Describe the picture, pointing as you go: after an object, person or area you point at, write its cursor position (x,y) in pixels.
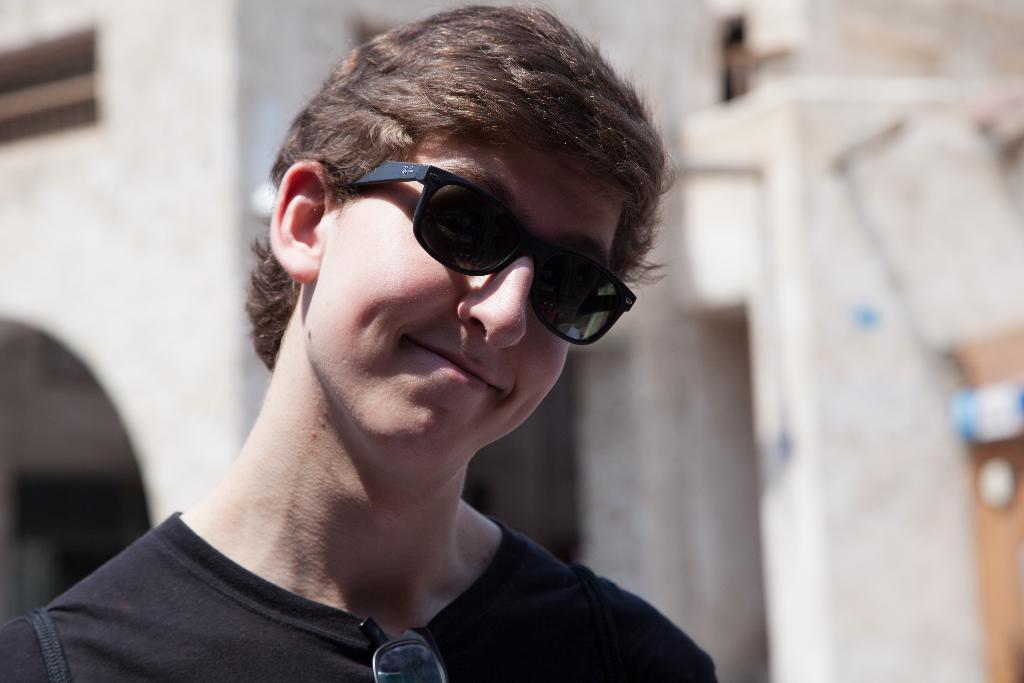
This picture shows a man (369,147) standing, He wore sunglasses (556,303) and a black t-shirt (480,576) and we see another sunglasses (410,659) to the T-shirt (332,632) and a building (730,238) on the back (726,192).
